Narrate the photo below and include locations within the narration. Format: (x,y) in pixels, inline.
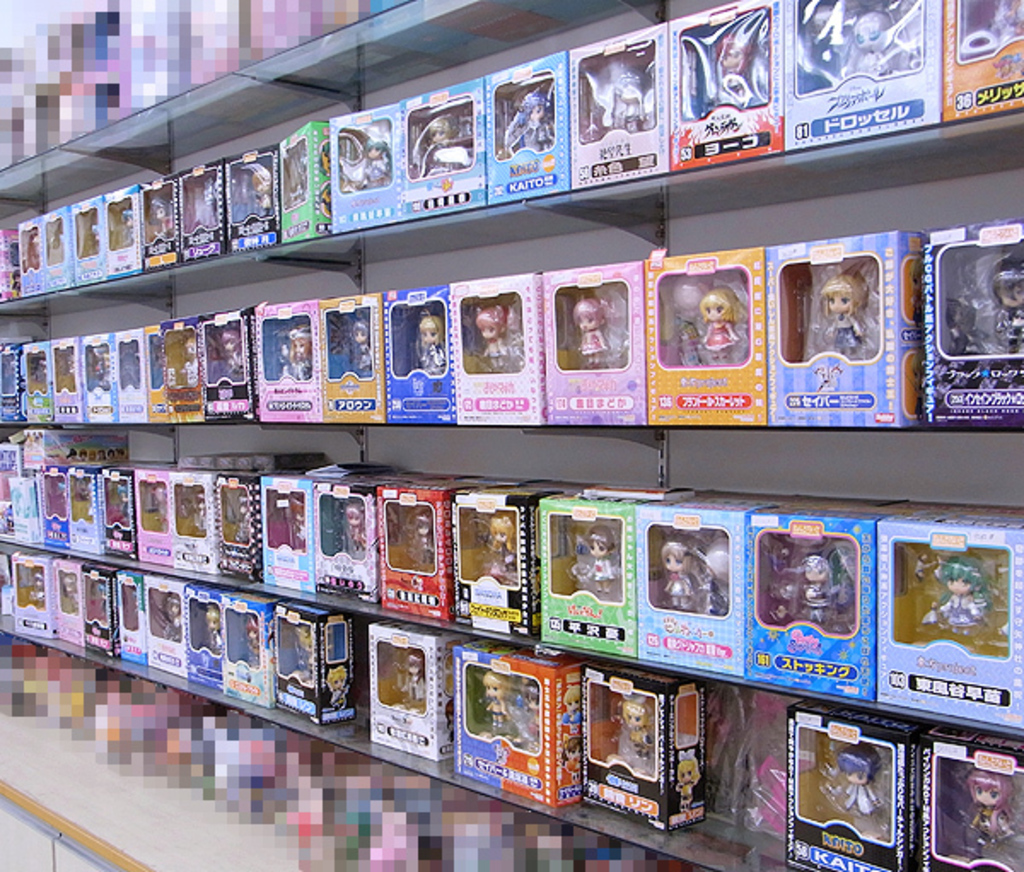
In this image there are toys (290,374) in the center (387,495) which is kept on the shelves (302,246).
